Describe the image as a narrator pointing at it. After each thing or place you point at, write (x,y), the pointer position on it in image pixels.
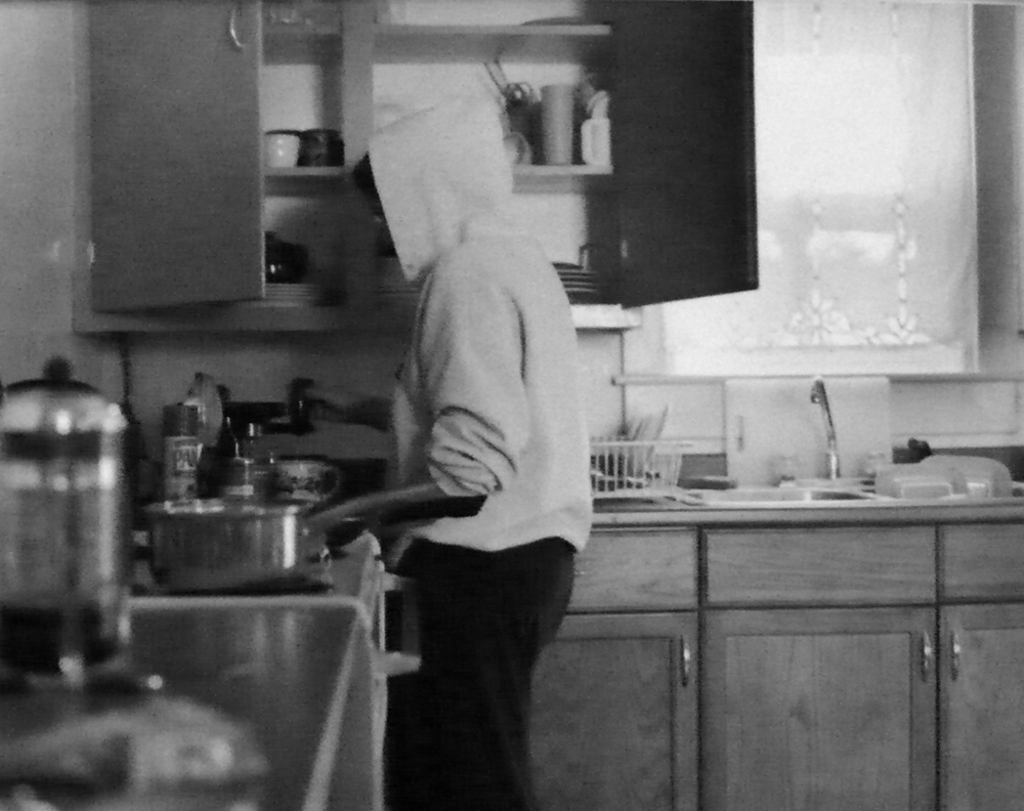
The image is taken in the kitchen (588,715). In the center of the image (531,318) we can see a person (493,663) standing. There is a counter top (162,608) and we can see vessels (123,532) placed on the countertop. On the right (738,489) there is a sink (838,500). We can see cupboards (266,297) and there are things (565,162) placed in the cupboards (290,225).
